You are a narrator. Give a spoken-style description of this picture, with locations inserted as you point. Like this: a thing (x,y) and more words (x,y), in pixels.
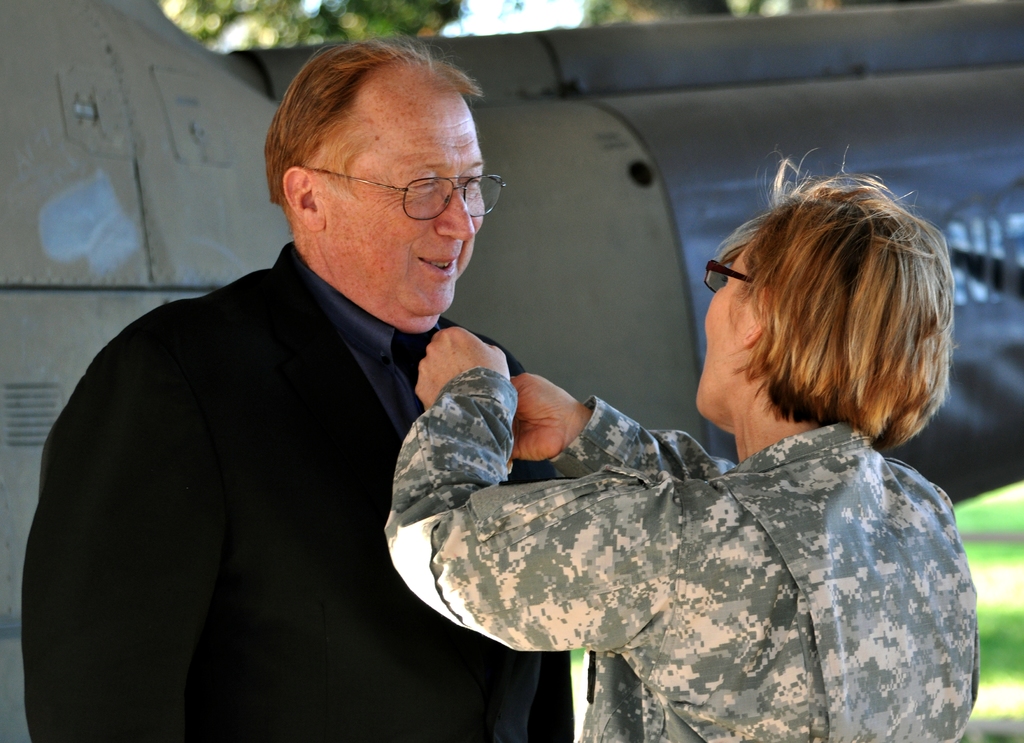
In this image we can see two persons (813,592) wearing spectacles (416,186). One woman (698,601) is wearing a military uniform (764,634). In the background (1001,395), we can see a vehicle (577,390) parked on the ground (1019,561), groups of trees (637,14) and the sky (509,19).
